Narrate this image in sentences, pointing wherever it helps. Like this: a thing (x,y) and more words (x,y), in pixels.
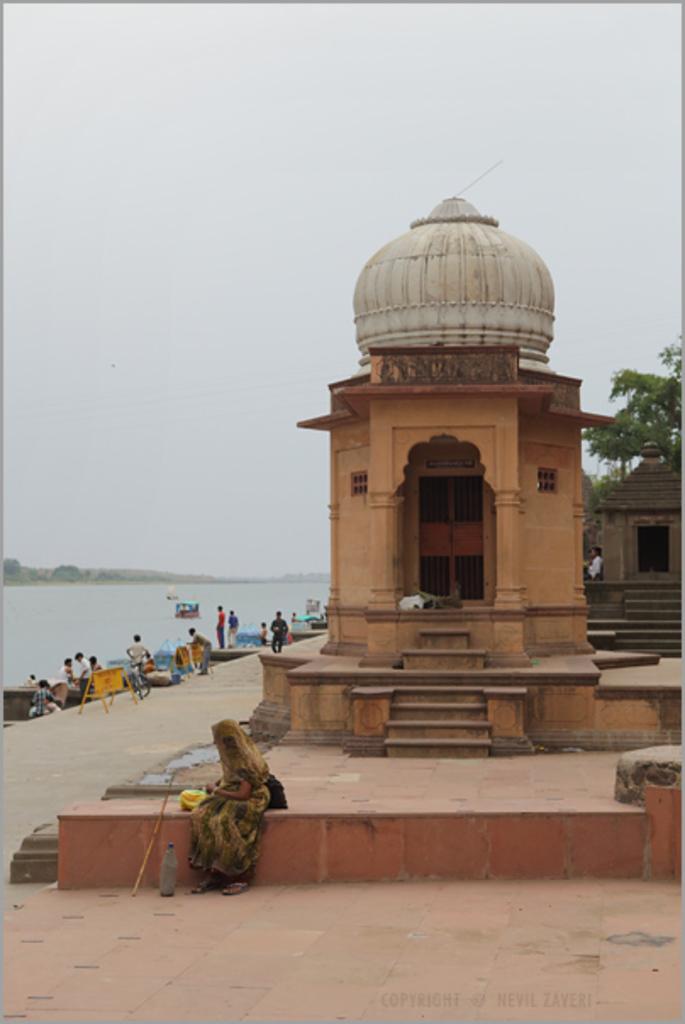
On the right side of the image (542,491) we can see the domes (539,547), trees (654,403), stairs (470,708). On the left side of the image (138,589) we can see some persons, boards (185,663), benches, water (134,626), boat (178,598), hills (96,580). At the bottom of the image (243,801) we can see a lady (240,821) is sitting on the floor (301,801) and also we can see bottle (175,870), stick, a cover (194,802). At the bottom of the image (376,949) we can see the floor (506,931) and some text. At the top of the image (102,144) we can see the sky (182,222).
